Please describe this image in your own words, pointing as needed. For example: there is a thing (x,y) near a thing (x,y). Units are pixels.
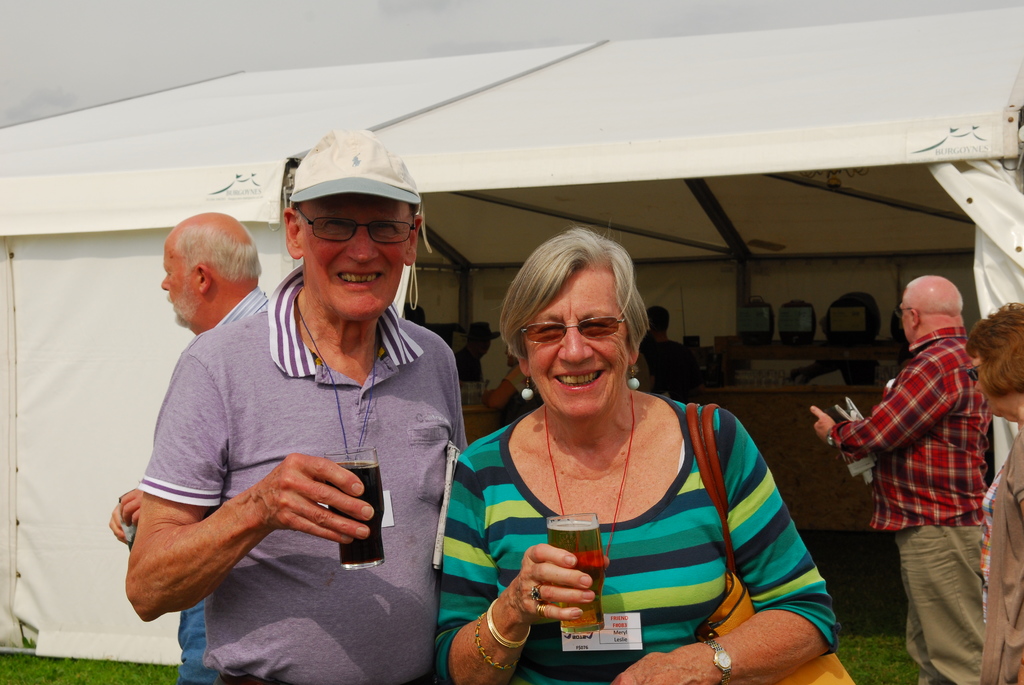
In this image there is a man (371,390) wearing a cap (371,156). He is holding a glass (349,560) which is filled with drink (380,511). He is wearing spectacles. He is standing beside a woman (672,570). She is carrying bag (729,601) and she is holding a glass (592,609) which is filled with drink (570,550). Right side (941,520) two persons (982,641) are standing on the land (878,659). Left side (215,271) there is a person (167,286). Behind him there is a tent (920,236). Few persons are under the tent (1019,224). Few objects (756,338) are kept on the shelf (871,355). Top of the image (131,63) there is sky (177,52).
